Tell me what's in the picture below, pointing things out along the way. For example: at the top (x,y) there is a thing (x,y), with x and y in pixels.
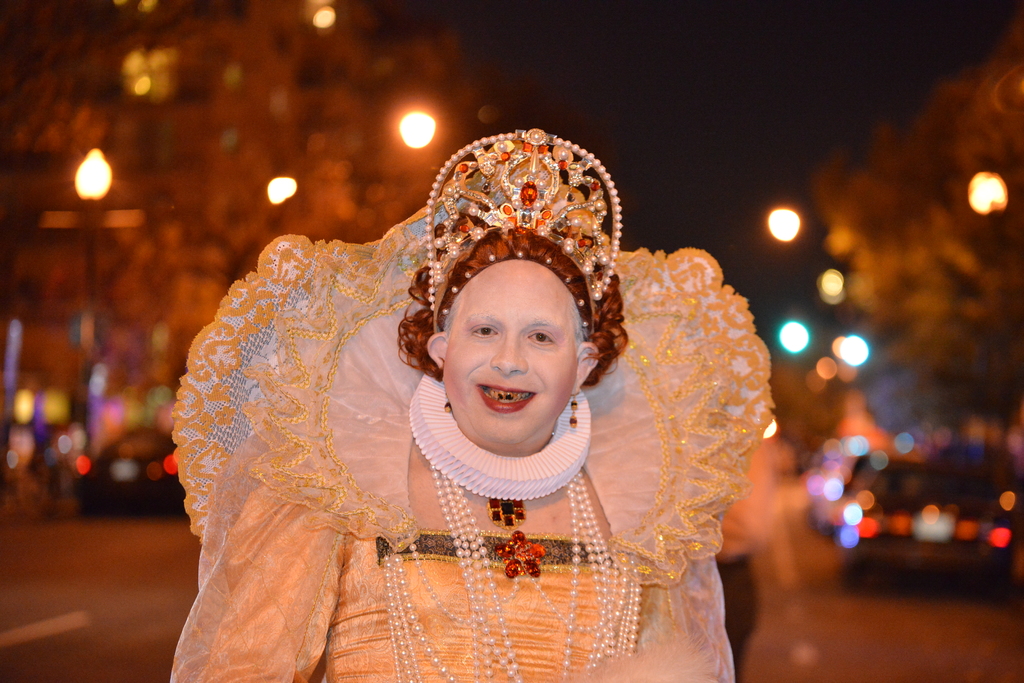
In this image, I can see a person (393,545) standing and smiling. This person (479,454) wore a fancy dress (687,516) and ornaments (519,224). In the background (380,162), I can see the trees (367,166), lights (882,456) and vehicles (880,481) on the road (72,598).
